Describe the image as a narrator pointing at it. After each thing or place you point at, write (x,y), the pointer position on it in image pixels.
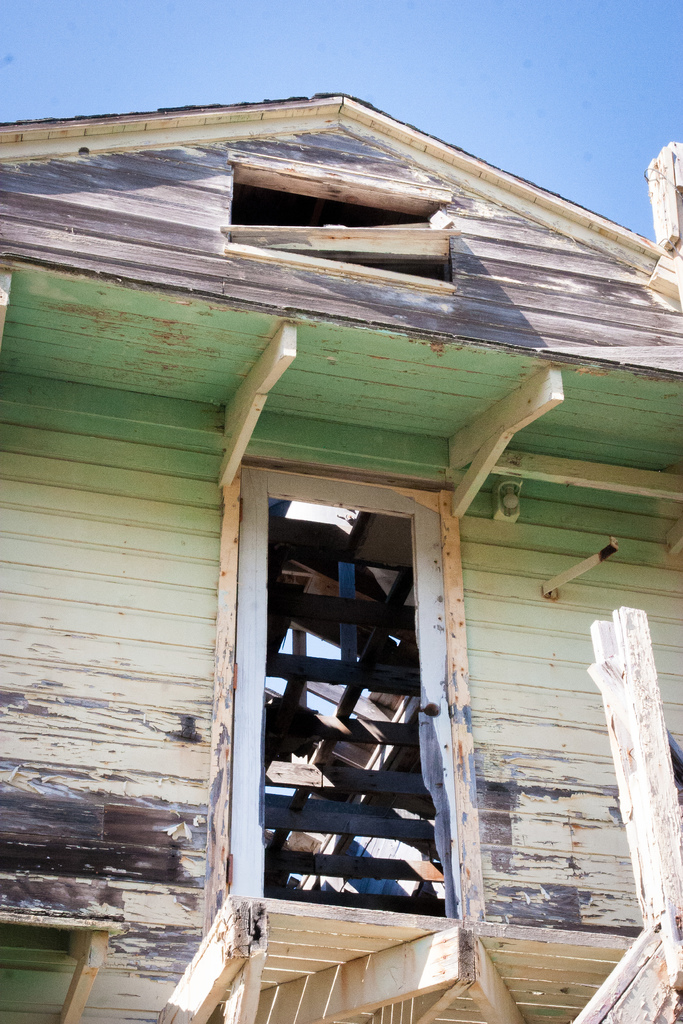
In this image we can see a shed (247,571). In the background (549,71) there is sky (549,71).
